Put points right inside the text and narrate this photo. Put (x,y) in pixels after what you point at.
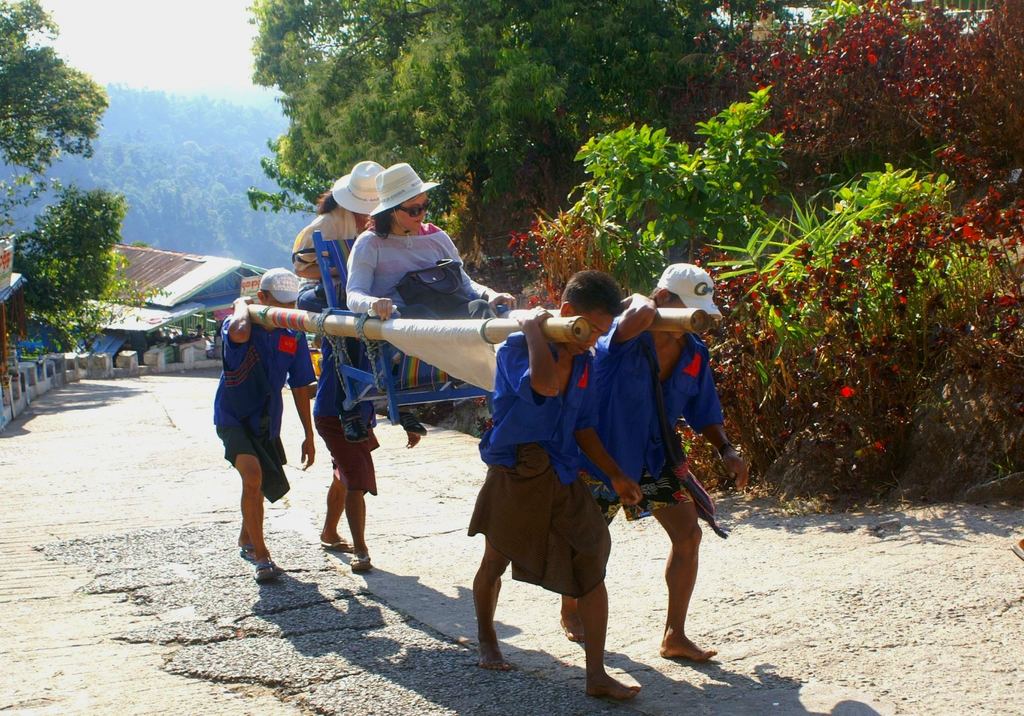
In this image I can see six persons (401,261) where two are sitting and four are standing. I can also see most of them are wearing blue colour dress (235,351) and hats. In the background (792,142) I can see number of trees (71,256), a building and the sky (125,42).
